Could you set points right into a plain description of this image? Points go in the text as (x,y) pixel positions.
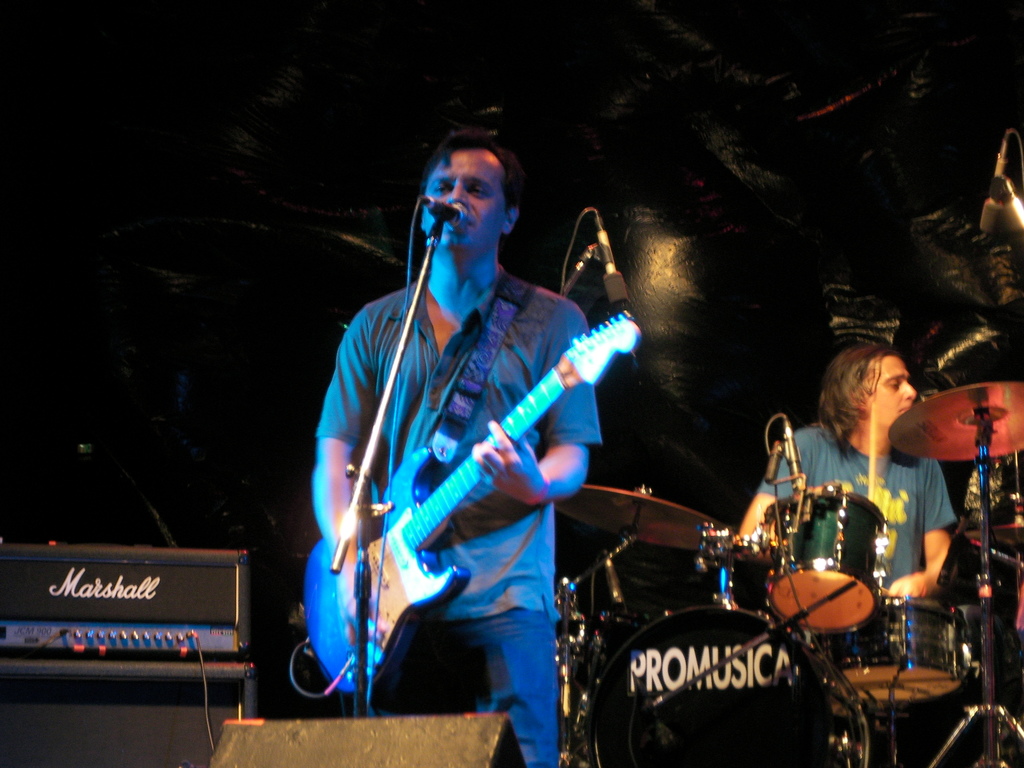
Here we can see a man (346,412) playing a guitar (464,573) and singing a song in the microphone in front of him behind him we can see a person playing drums (790,588) and there are other musical instruments (206,668) present.
